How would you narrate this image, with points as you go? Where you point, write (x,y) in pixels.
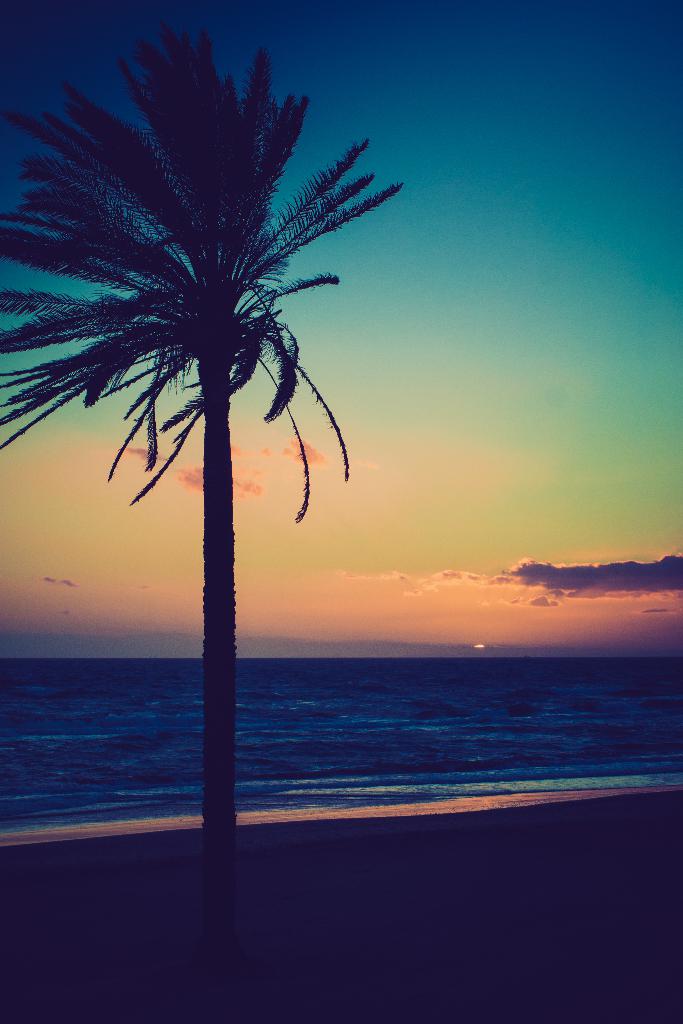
There is a tree (232,506) on the left side of this image (214,525) and there is a sea (575,756) in the background (202,723). There is a sky (447,427) at the top of this image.
